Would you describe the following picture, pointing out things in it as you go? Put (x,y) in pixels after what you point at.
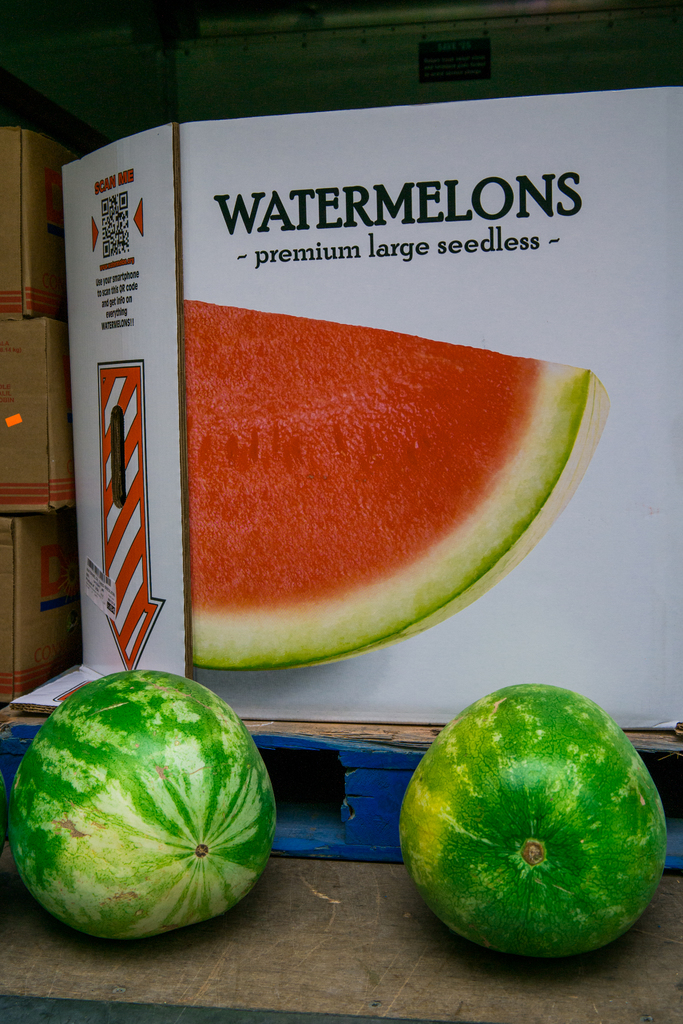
This is a zoomed in picture. In the foreground (535,774) we can see the two watermelons (243,893) placed on the top of the table (363,982). In the center (377,407) there is a white color box (219,669) on which we can see the picture (437,344) of a sliced watermelon (360,465) and the text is printed on the box (422,195). In the background (336,60) we can see the wall (96,90) and the boxes (28,520) which are placed one above the another.
